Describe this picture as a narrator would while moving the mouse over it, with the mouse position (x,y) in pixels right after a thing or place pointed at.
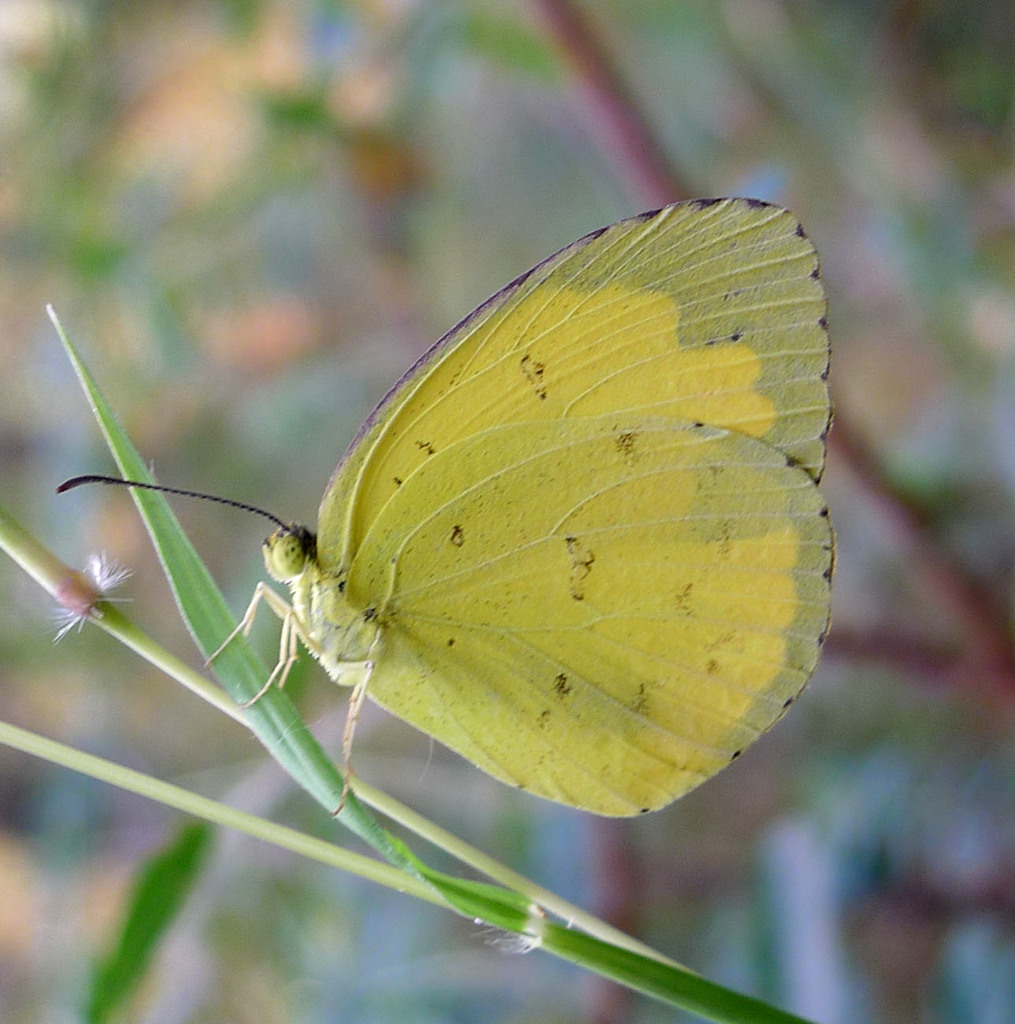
In this picture we can see a butterfly (564,518) in the front (568,520), there is a leaf (325,791) here, we can see a blurry background (342,62).
